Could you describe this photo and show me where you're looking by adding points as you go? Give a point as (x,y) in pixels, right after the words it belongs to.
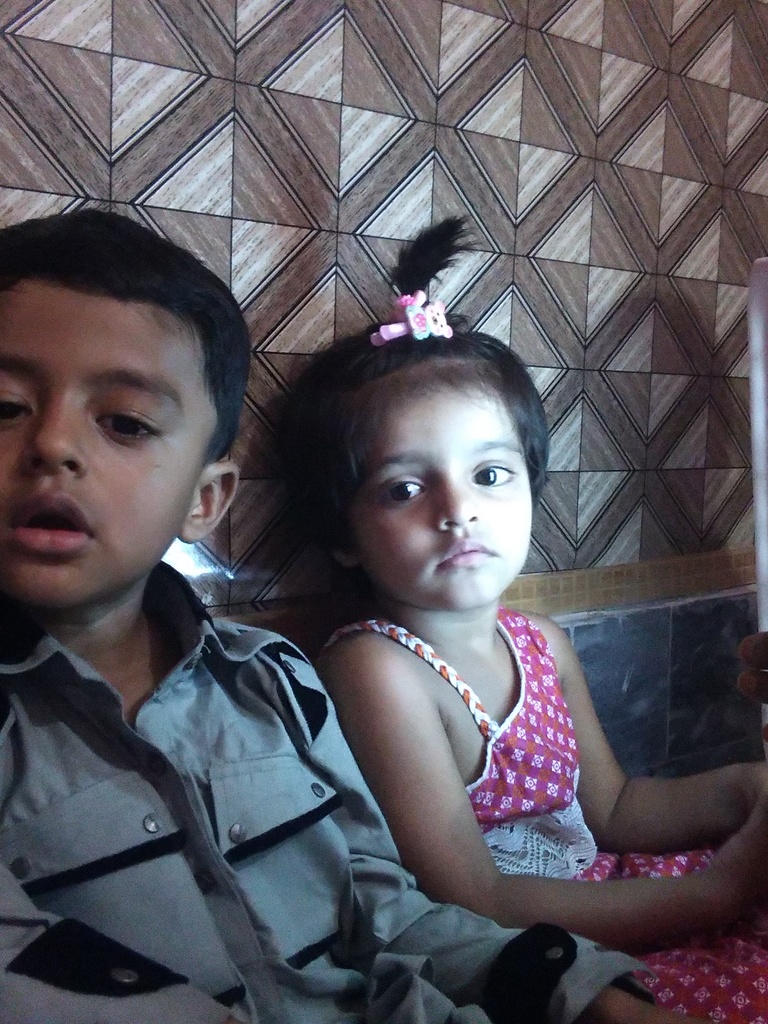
In this image there are two kids (381,871) sitting near a wall (575,331).
